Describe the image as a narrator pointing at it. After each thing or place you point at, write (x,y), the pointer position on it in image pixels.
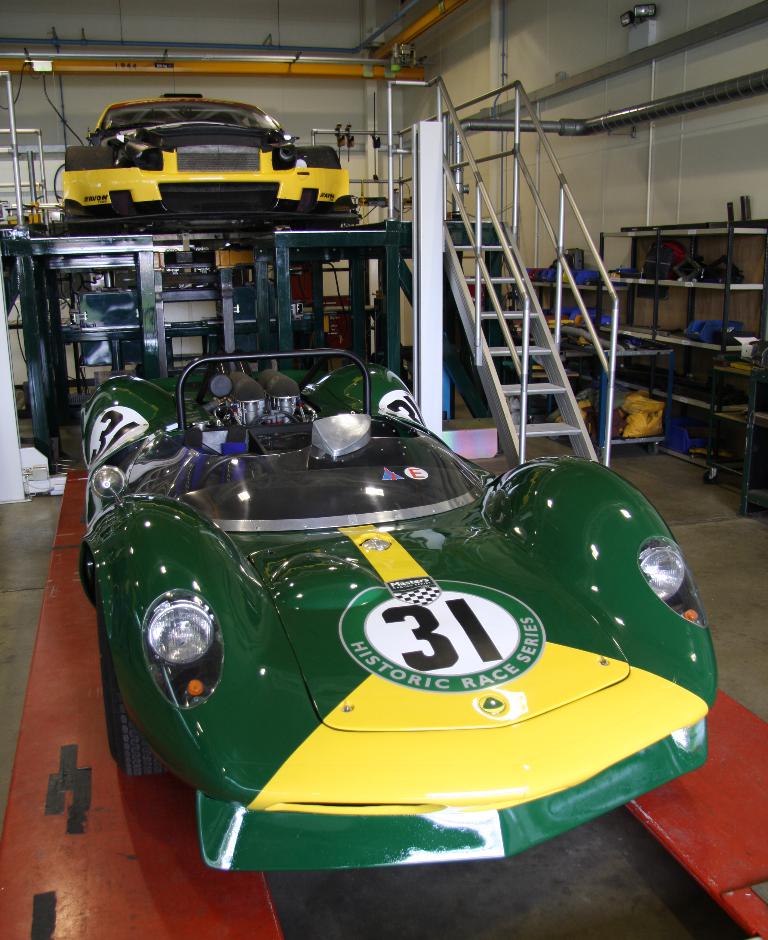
In the center of the image (401,487) we can see vehicles (251,417). On the right (520,231) there are stairs (486,211) and we can see stands (682,397). In the background (570,10) there is a wall (272,81) and there are pipes (597,128).
